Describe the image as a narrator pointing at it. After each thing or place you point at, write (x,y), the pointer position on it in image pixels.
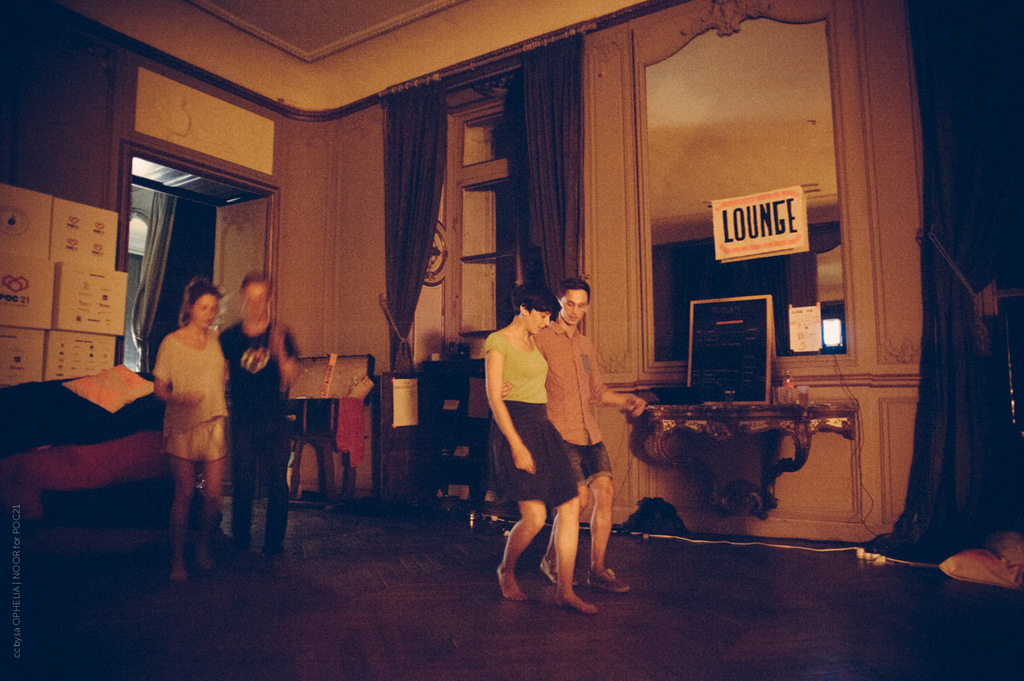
In this image we can see few people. There is some reflection (786,265) on the mirror (766,106). There are few objects (746,332) in the image. There are few boxes (66,320) at the left side of the image (66,320). There are few curtains (437,219) in the image. There are few posters (772,228) in the image.
